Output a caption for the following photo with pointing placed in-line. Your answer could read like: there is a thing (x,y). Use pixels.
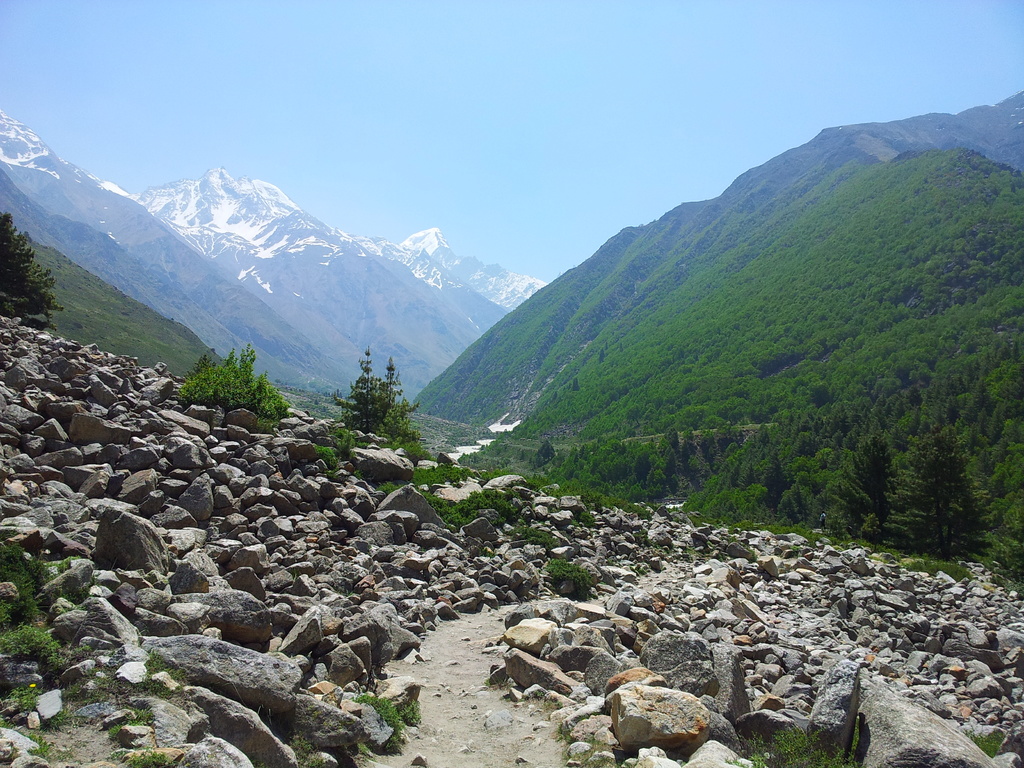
In this image there are hills (764,325) on the right side (773,280). In the background (367,266) there are snow mountains (291,249). At the bottom (270,585) there are so many stones (325,636). At the top (529,145) there is the sky (679,82).
